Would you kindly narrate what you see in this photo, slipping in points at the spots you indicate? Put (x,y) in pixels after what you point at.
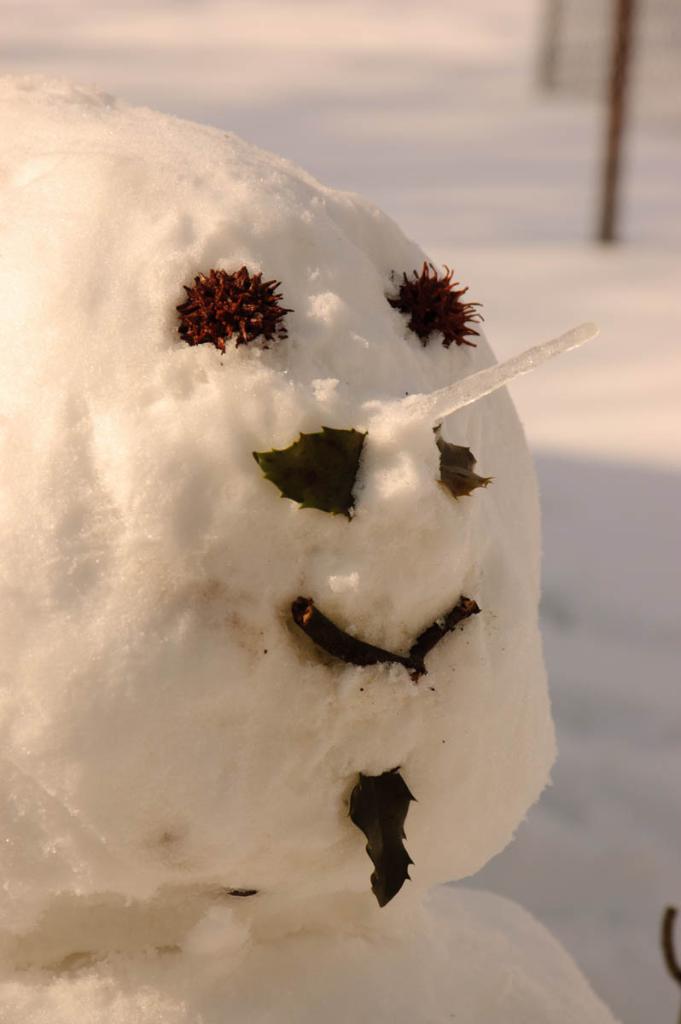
In this picture I can see snowman (186,651) and I can see snow (560,177) on the ground (476,250).
